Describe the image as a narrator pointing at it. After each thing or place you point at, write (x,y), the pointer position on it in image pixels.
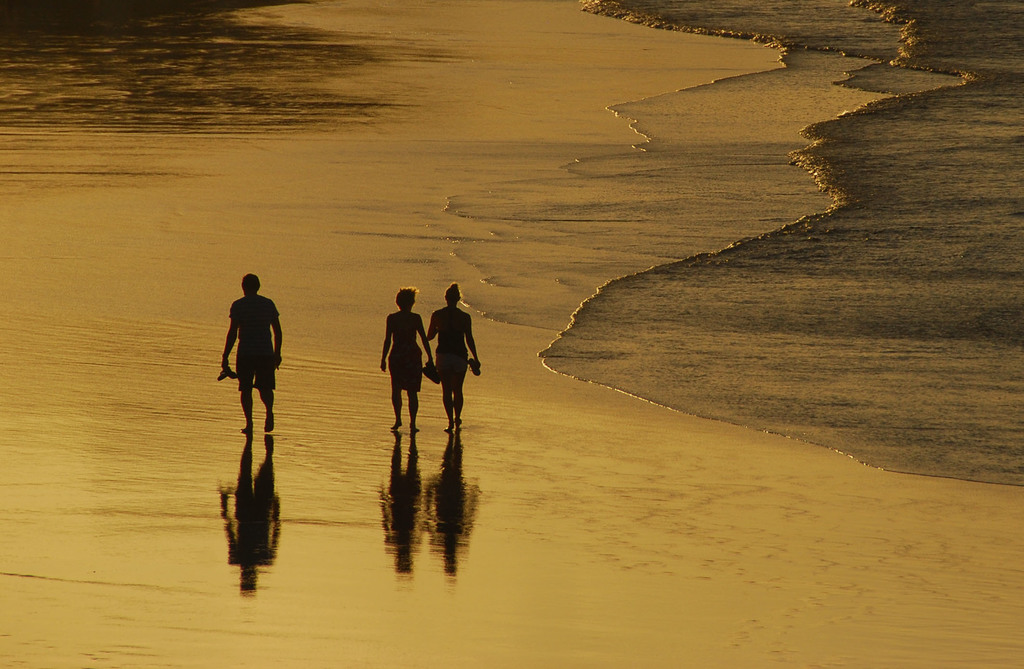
This is the picture of a beach (638,522) where we can see water waves (815,122) are coming on the land (498,141) and people (259,373) are walking on the beach (364,377).
